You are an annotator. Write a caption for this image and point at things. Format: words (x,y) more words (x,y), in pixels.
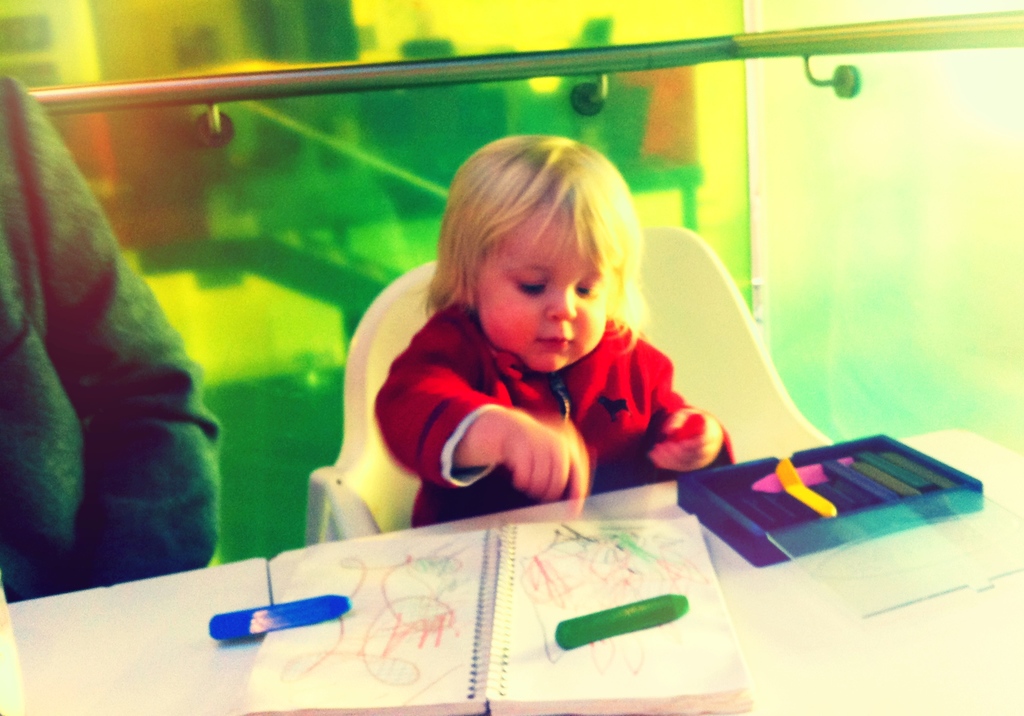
In this picture there is kid (462,423) sitting in the chair (381,517) in front of a table (199,661) on which a book (640,631) and crayons (595,627) were placed. In the background (292,177) there is a rod (400,85) and a glass (381,118).
